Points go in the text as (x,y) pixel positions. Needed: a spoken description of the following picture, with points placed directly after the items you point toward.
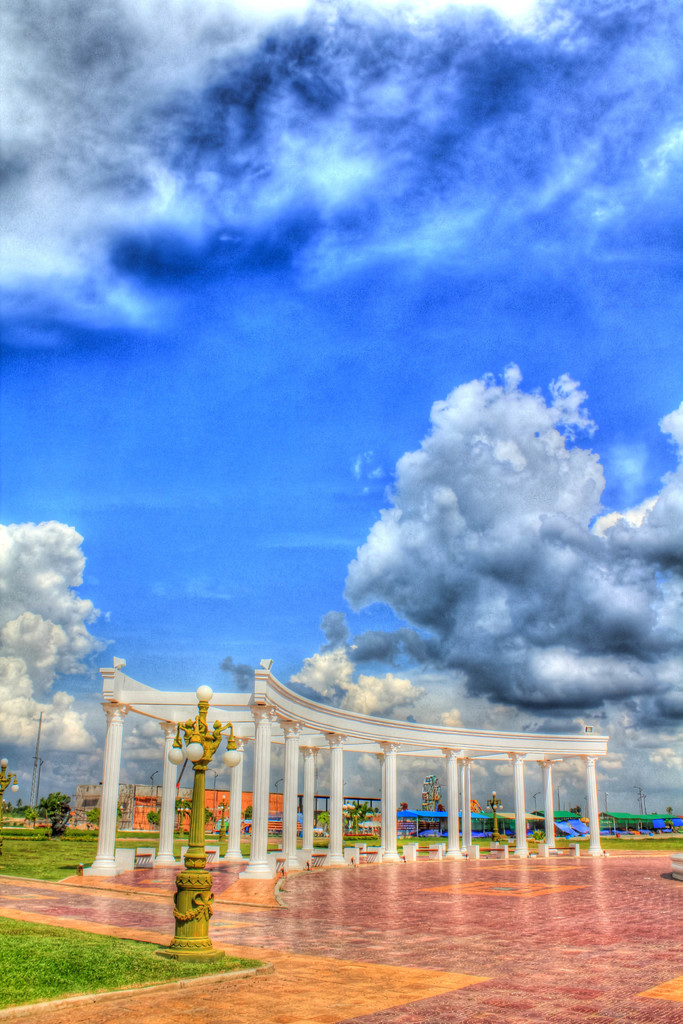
Here we can see pillars (169,812), poles (194,857), lights (233,761), and plants (63,799). This is grass (124,952). In the background (237,656) there is sky (502,558) with heavy clouds (520,639).
